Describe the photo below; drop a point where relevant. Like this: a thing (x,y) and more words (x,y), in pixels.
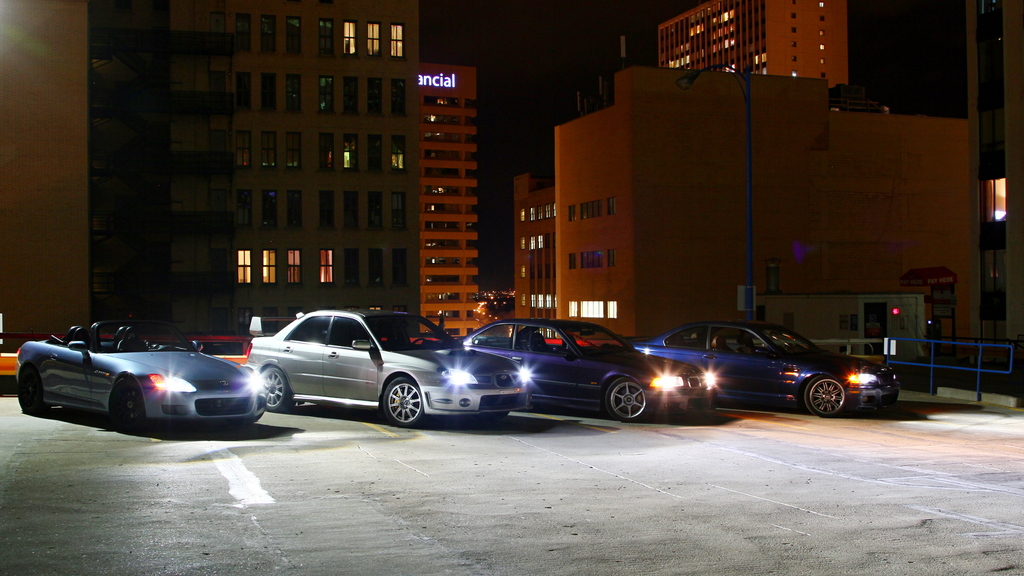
In this image in the center (362,192) there are some buildings (441,236), vehicles (670,349), railing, poles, boards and some lights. At the top (511,59) there is sky (501,71), and at the bottom (429,455) there is walkway (457,496).
